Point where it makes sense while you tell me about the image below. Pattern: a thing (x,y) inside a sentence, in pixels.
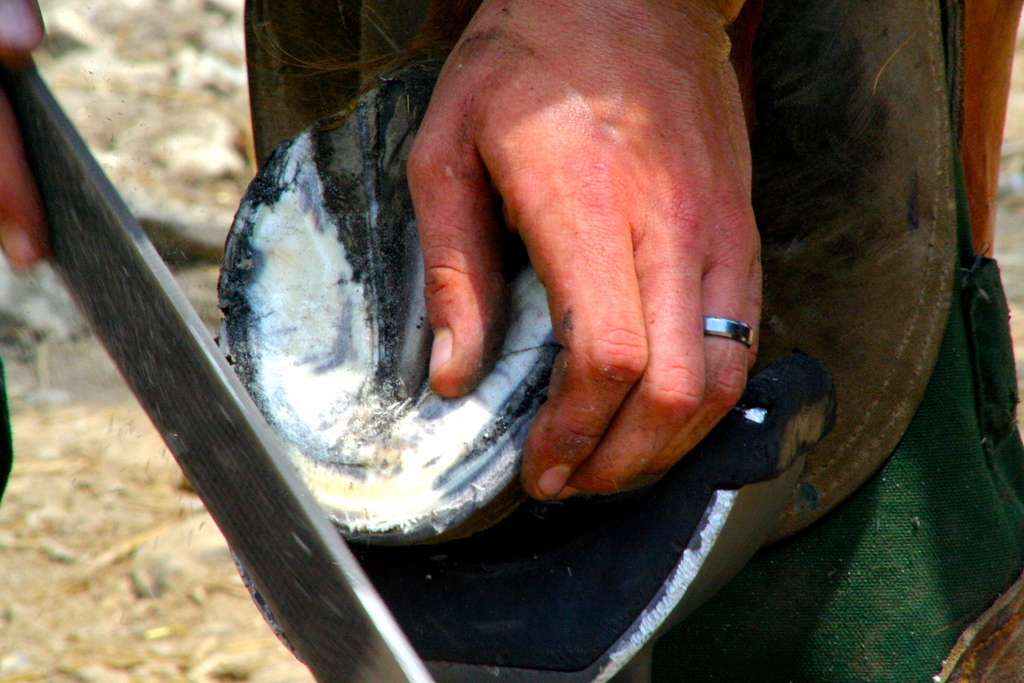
In this image we can see the hands (512,100) of a person (541,51), there are objects (469,463) in the hands (577,396), also the background (74,539) is blurred.
